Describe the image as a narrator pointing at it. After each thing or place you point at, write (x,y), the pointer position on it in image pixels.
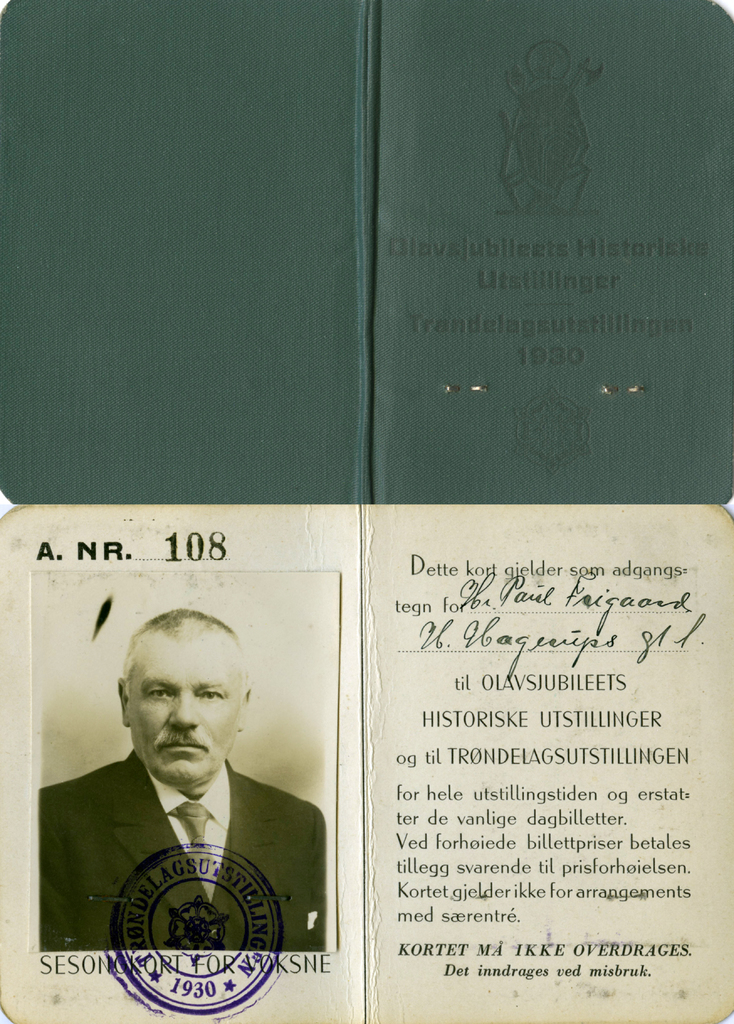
In the picture there is the image of some identification card (277,729) of a person (168,851).
